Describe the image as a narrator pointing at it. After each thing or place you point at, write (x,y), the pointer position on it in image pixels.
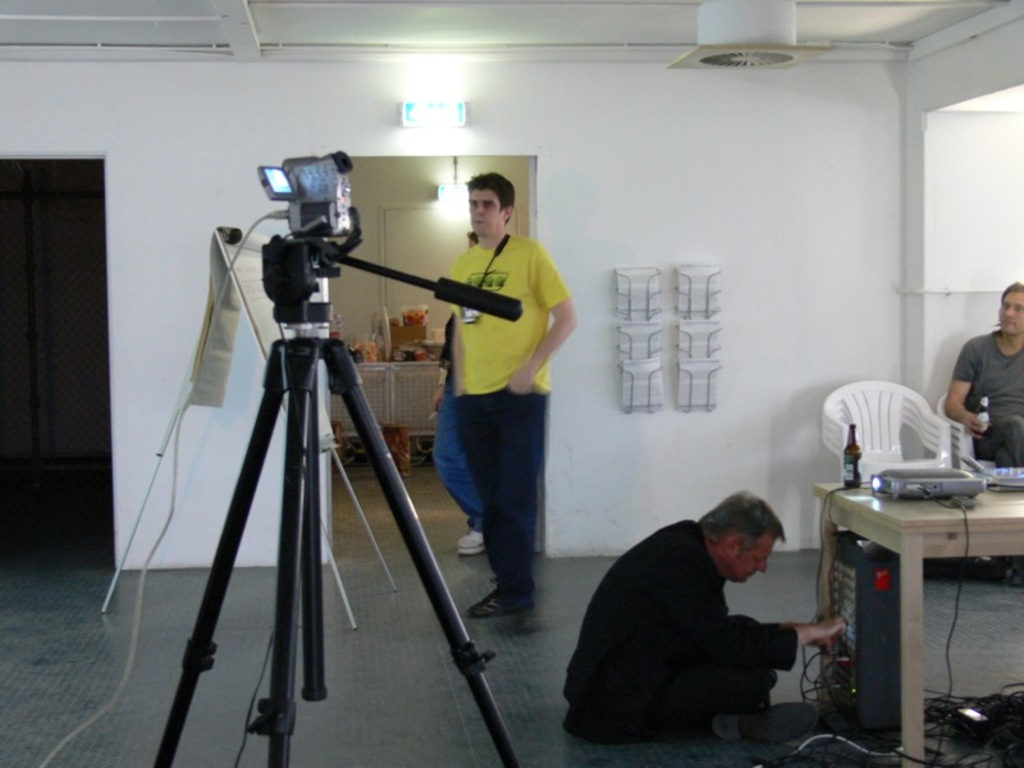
As we can see in the image there is a white color wall (799,326), few people (1004,399) here and there, chair (910,406), camera (304,211) and a table (871,533). On table (928,510) there is a projector (939,486) and a bottle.
